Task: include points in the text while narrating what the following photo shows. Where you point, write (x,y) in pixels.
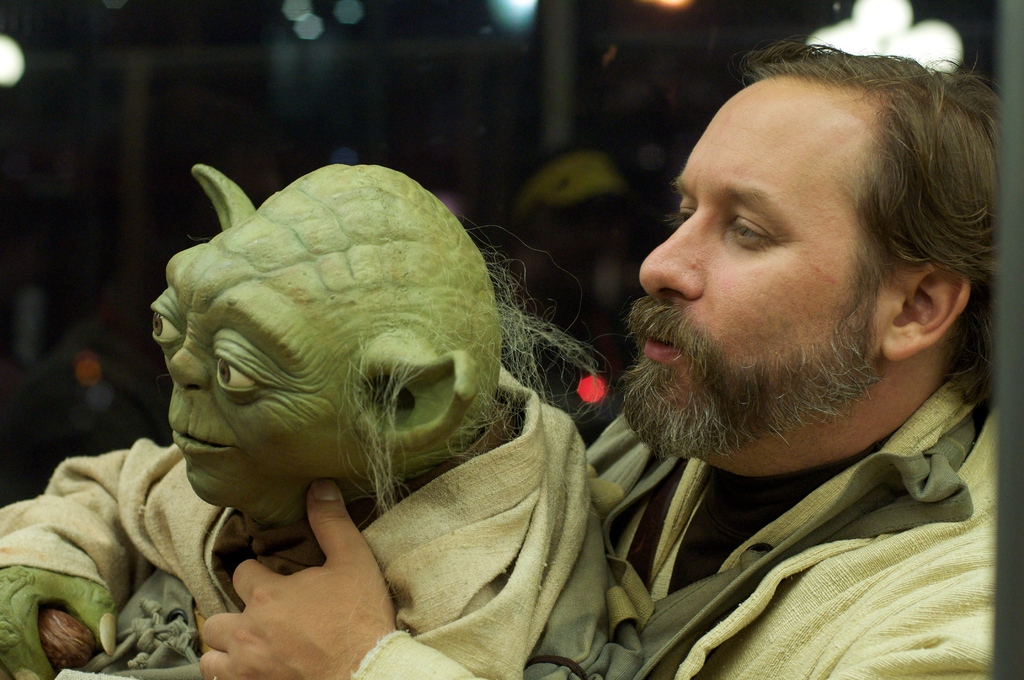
Here there is a person (801,484) on the right (894,354) holding a creature (288,488) in his hands (307,655). In the background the image is blur but we can see lights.
